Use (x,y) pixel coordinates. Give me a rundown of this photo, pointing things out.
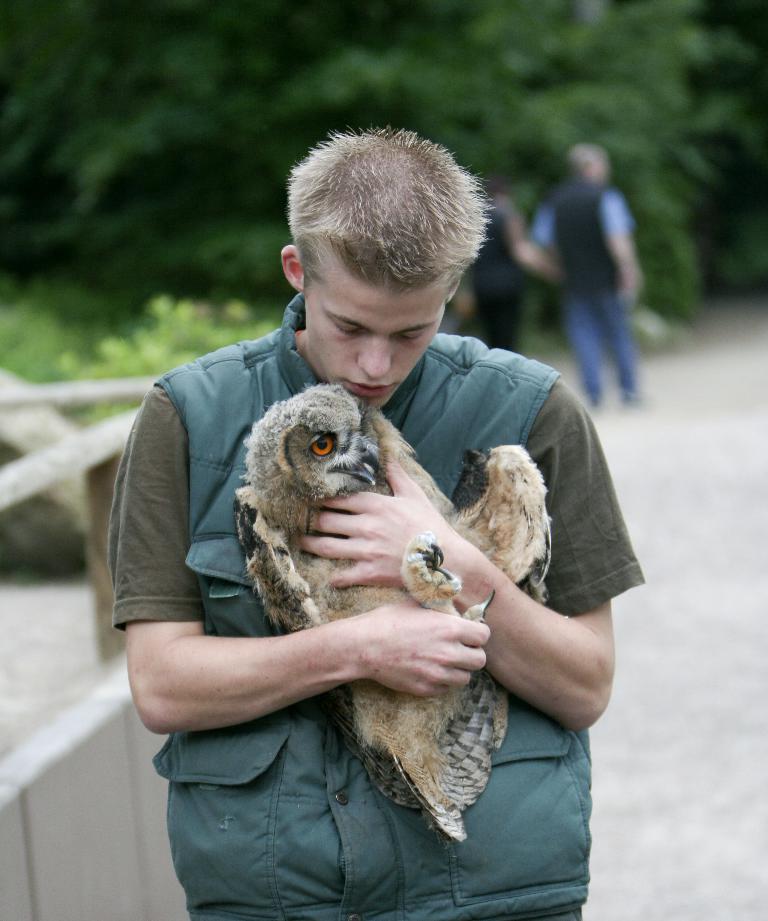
In this picture, we can see a few people (561,254), and among them we can see a person (412,511) holding a bird (433,600), and we can see some objects (99,810) in the bottom left side of the picture (75,772), ground (702,723), and blurred background (12,362) with plants (285,217).
